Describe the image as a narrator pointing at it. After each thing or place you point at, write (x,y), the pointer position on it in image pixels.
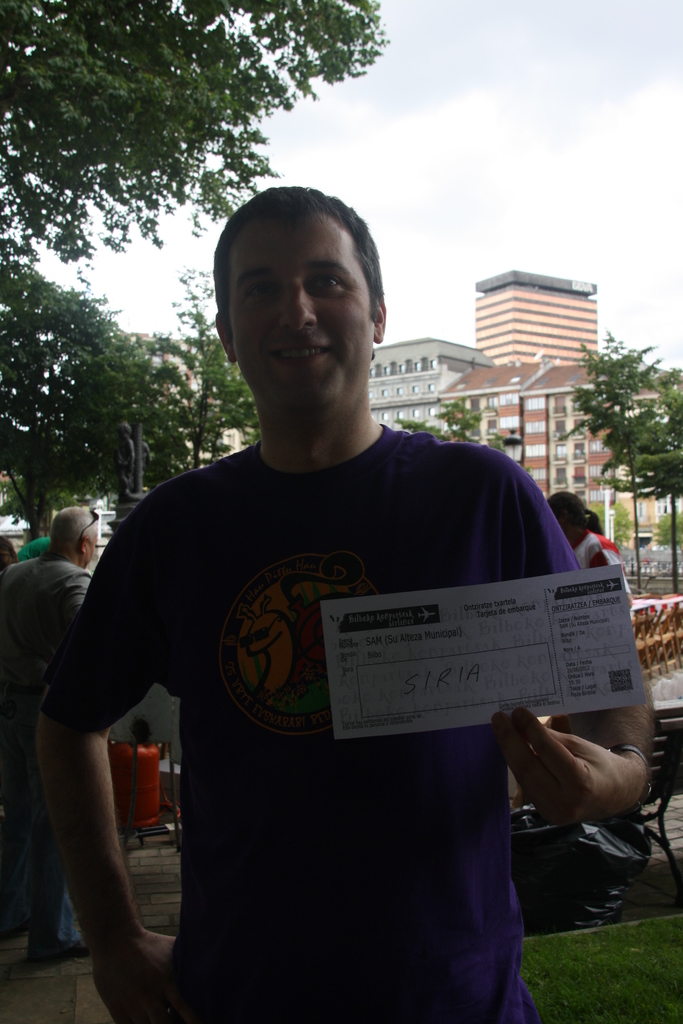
A man (335,1023) is holding paper (480,647), there are buildings (444,369) and trees (642,469). this is sky (501,148).
